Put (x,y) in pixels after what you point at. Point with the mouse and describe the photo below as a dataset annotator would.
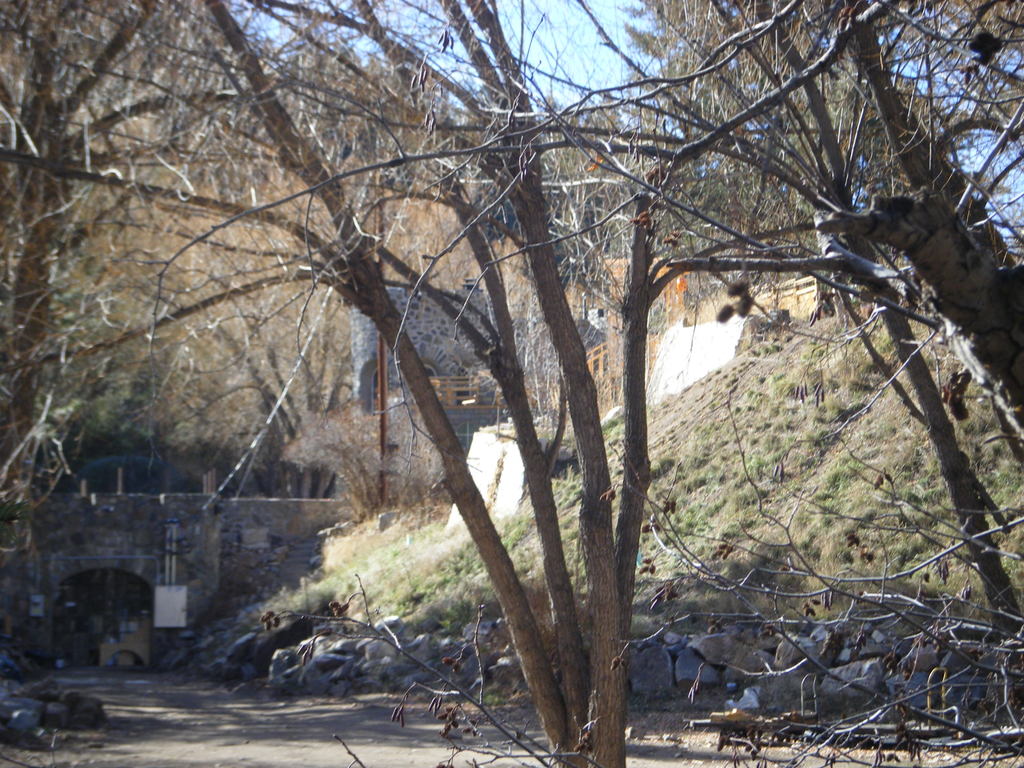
In front of the picture, we see trees (578,708). In the left bottom of the picture (197,690), we see the road (235,690). On the right side (822,569), we see grass (804,526) and stones (677,636). In the background (70,514), we see an arch (105,602) and a castle (476,435). There are trees (418,221) in the background (318,207).
